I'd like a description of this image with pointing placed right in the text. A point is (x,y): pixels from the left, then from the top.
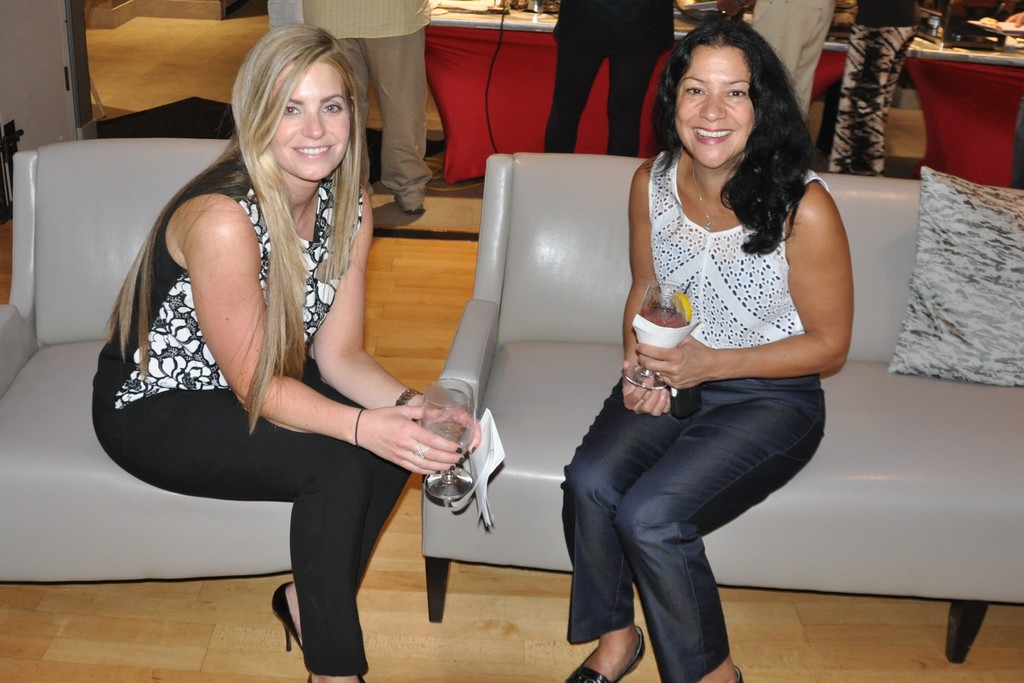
In the image we can see two persons (634,353) were sitting on the couch (485,409) and they were smiling and holding wine glasses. In the background (467,9) there is a table (987,57), around table (985,70) we can see few persons (390,34) were standing.
